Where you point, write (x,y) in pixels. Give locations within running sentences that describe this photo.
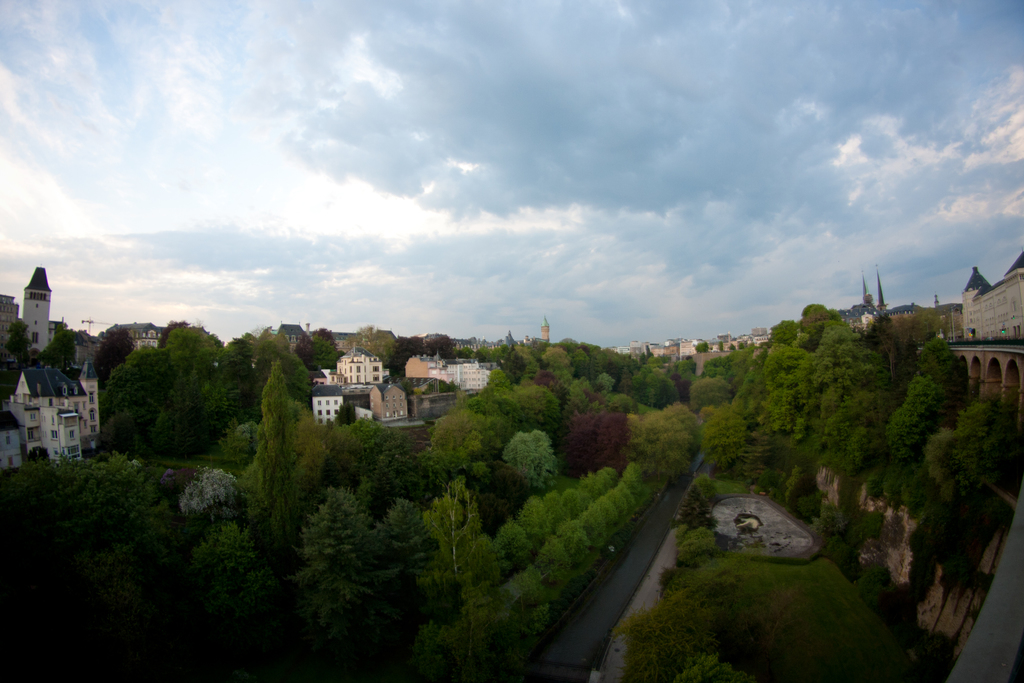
There are plants (518,491), trees (201,368), buildings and towers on the ground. In the background (621,96), there are clouds (460,211) in the sky (460,211).
